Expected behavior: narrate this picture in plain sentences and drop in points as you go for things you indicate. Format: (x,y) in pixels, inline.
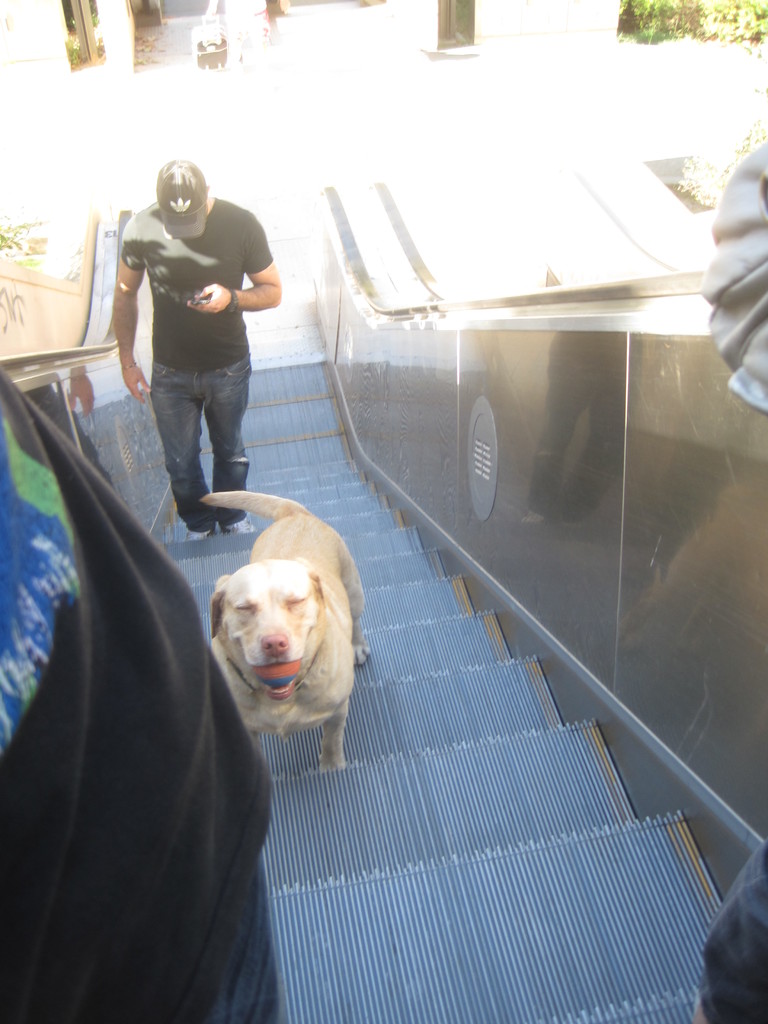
In this image we can see a dog (279,626), also we can see a person (227,321) holding a mobile phone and standing on the escalator (311,750), in the background (693,25), it looks like a building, there are some plants (674,26).
